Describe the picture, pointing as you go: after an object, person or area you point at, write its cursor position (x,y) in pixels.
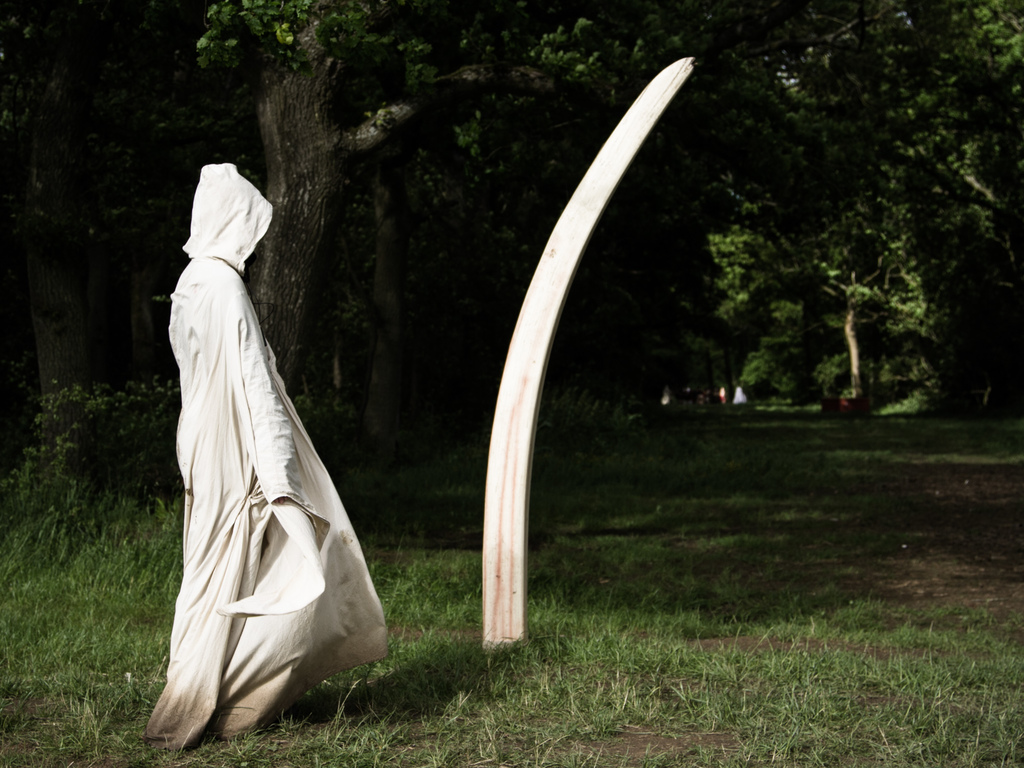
In this image I can see a person (274,395) wearing a white color dress (232,459), standing on grass (716,616) and I can see trees (859,86) at the top (859,99).
